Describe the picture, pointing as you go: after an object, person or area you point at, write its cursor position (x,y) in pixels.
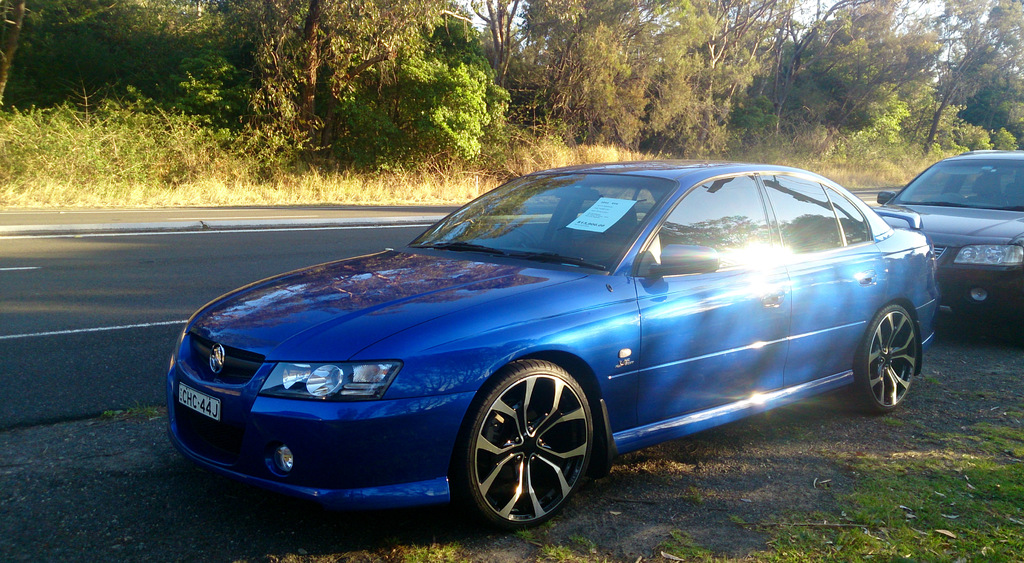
In this picture I can observe two cars (789,280) parked on the side of the road (202,266). I can observe a road (326,260) in the middle of the picture (381,231). In the background (391,176) there are some plants (205,112) and trees (477,76).
